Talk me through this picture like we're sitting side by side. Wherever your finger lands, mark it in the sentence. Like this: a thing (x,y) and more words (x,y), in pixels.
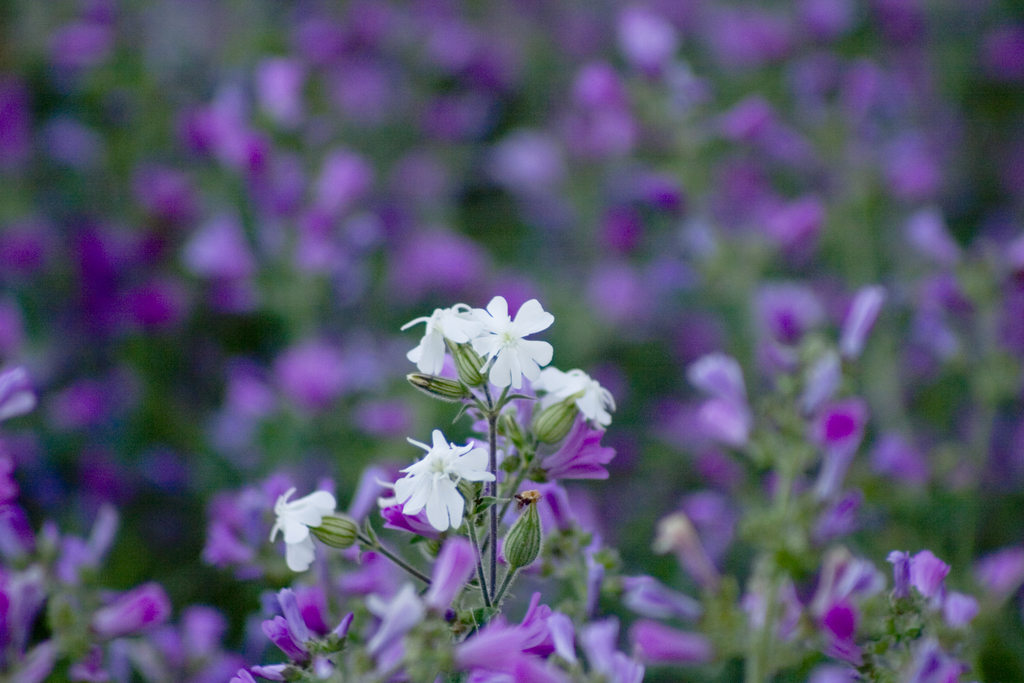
In this image I can see white and purple colour flowers (705,499). I can also see this image is little bit blurry from background (725,145).
